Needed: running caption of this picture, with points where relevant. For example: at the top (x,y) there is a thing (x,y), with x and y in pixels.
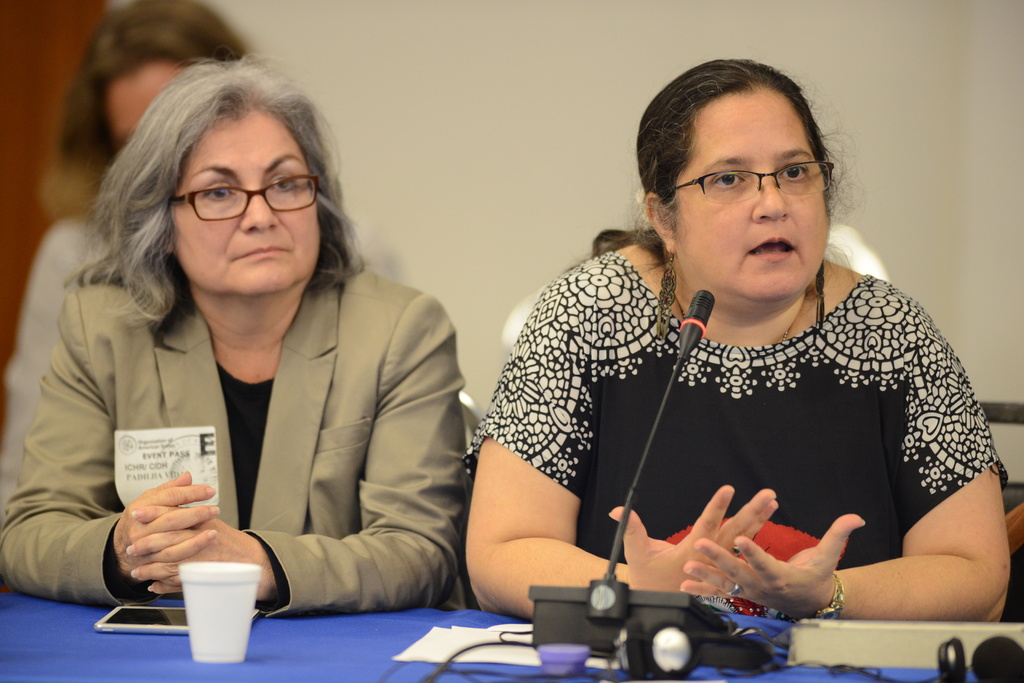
This consist of a table (372,666) and four persons (134,386). In the front (294,383), there are two women (426,550) sitting near the table (322,641). To the left (192,388), the woman (187,419) is wearing brown suit (267,455). To the right (686,498), the woman (693,471) is wearing black dress (783,500). In the front (425,651), there is a table (347,669) covered with blue cloth (366,651) on which there is a cup (241,632), microphone (545,633) and a mobile (187,629) are kept.
